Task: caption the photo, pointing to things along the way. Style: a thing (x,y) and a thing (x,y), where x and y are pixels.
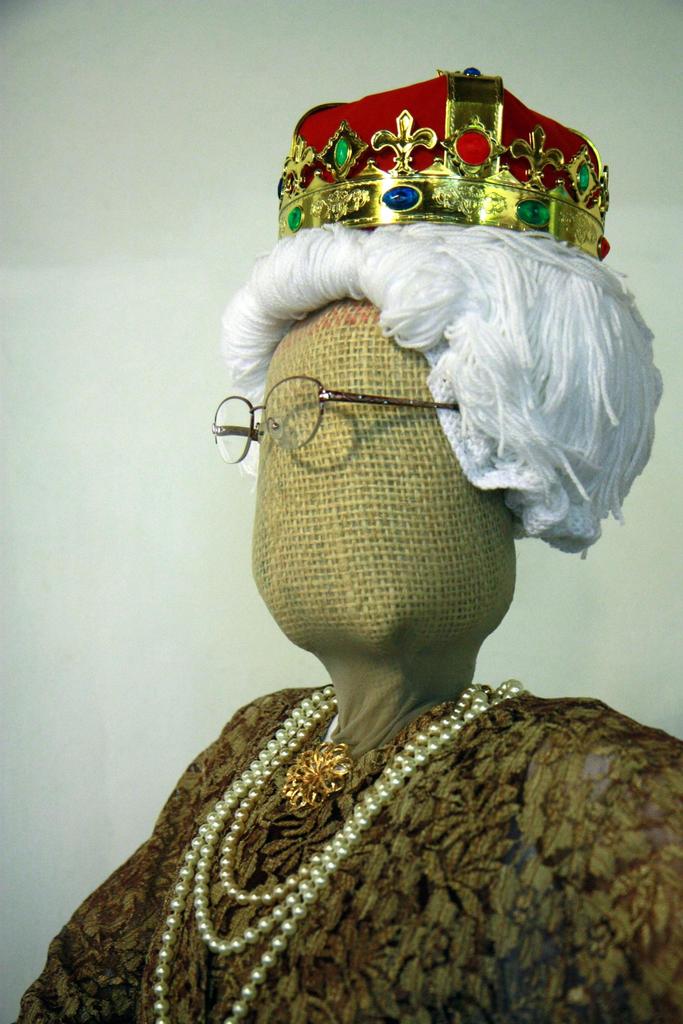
In this image we can see a doll (573,802) with a crown (495,136) and spectacles (281,385).
